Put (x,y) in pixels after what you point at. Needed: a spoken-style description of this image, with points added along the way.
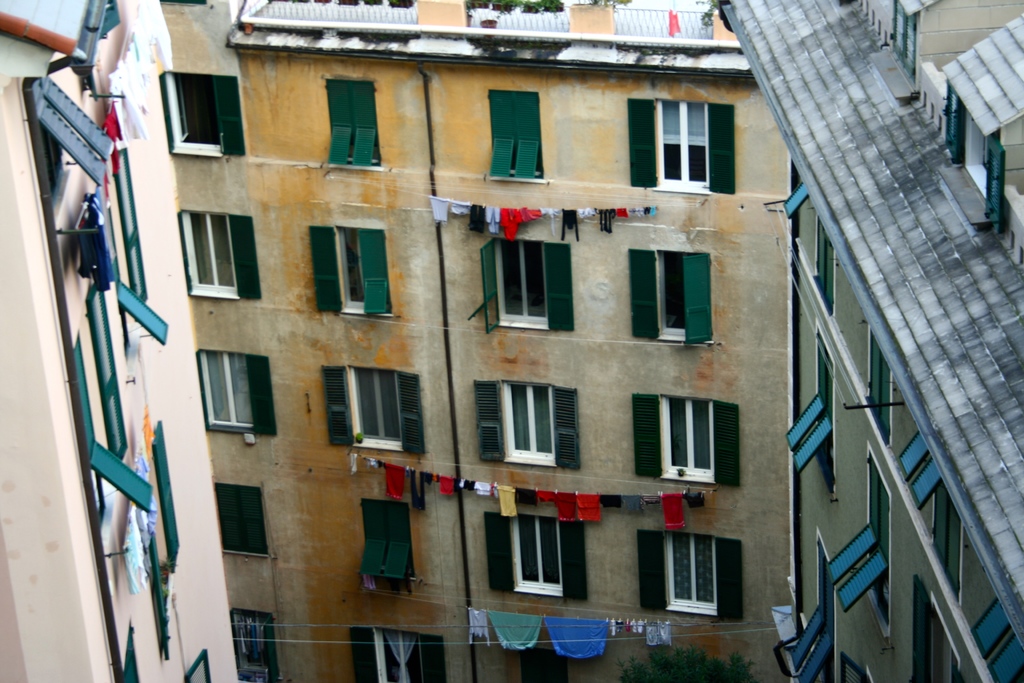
In this picture there are buildings (581,240) in the image and there are windows (534,294) on the building (578,261), there are clothes (538,212) on the ropes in the image.
